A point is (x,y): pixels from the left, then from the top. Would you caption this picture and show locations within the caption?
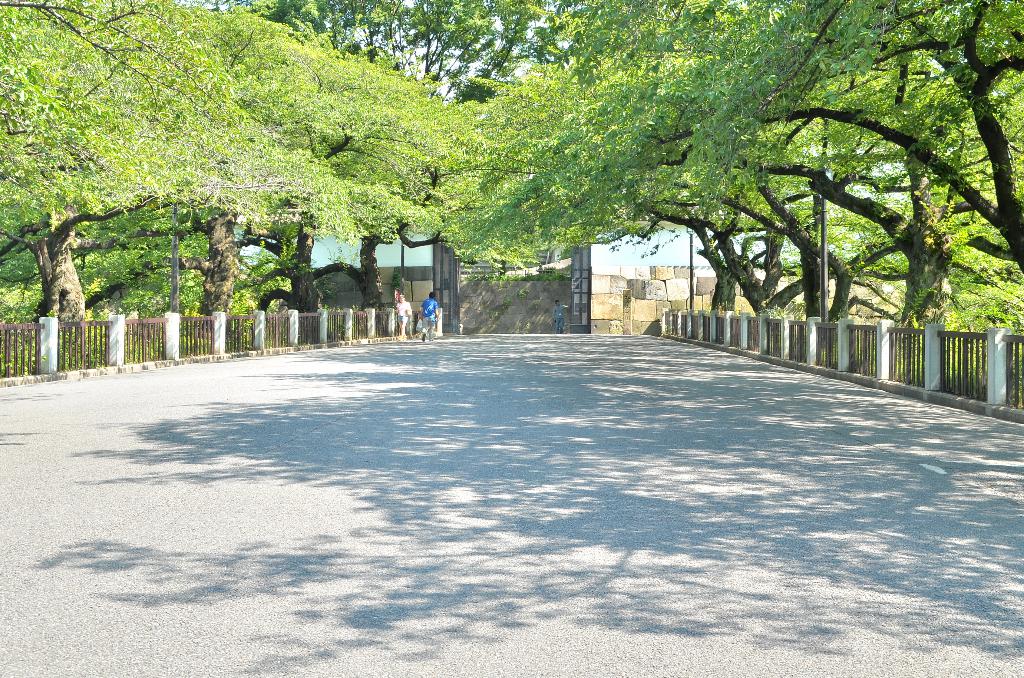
At the bottom (444,473) it is the road (491,472) a person (427,320) is walking on it. There are trees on either side of this road (451,394).
